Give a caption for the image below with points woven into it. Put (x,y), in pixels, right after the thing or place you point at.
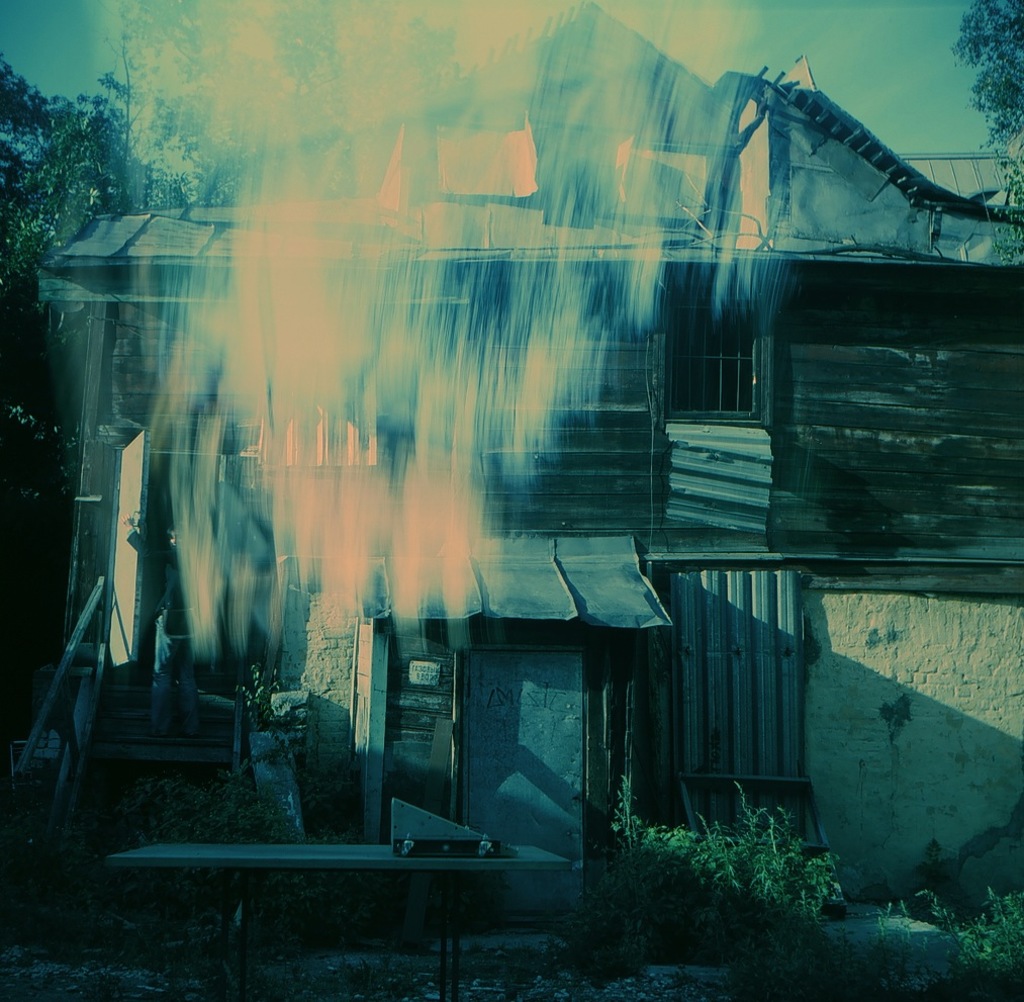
This picture is clicked outside. In the foreground (256,920) we can see a table (368,855), plants (729,903) and some other objects (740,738). In the center (410,383) there is a house (772,262). In the background (956,96) there is a sky (915,81), trees (6,137) and some other objects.
